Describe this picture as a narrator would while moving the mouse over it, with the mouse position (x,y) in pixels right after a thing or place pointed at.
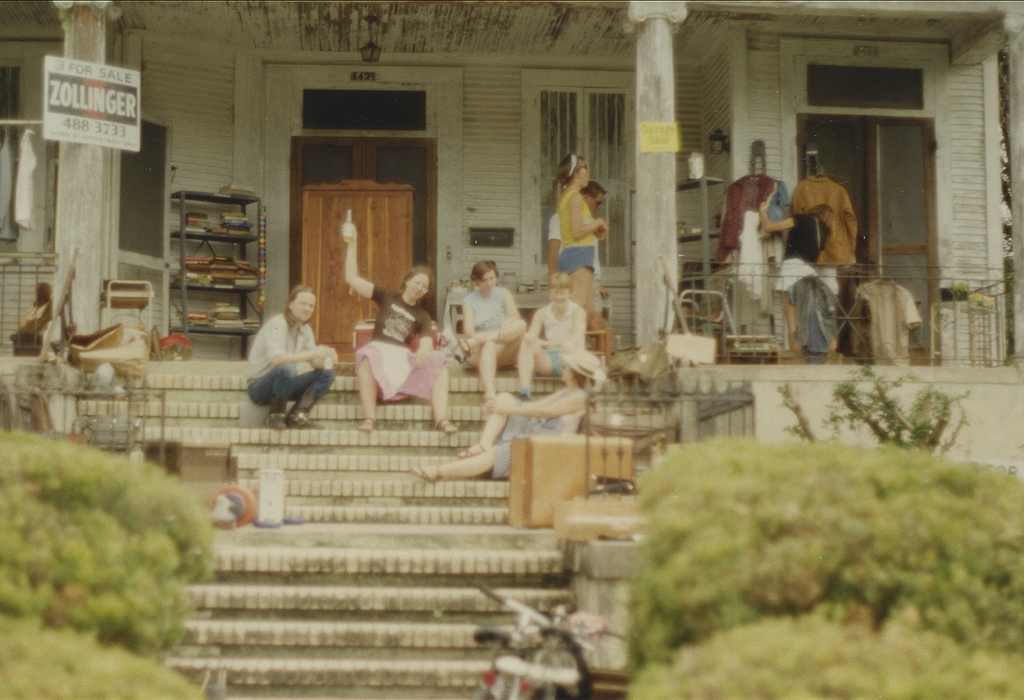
In this picture we can see a few people (272,389) sitting on the stairs (343,490). There are two people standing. We can see a few clothes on the hanging rods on the right side (741,181). There are some boards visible on the pillars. We can see a few books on the bookshelves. There are a few objects (718,291) visible on the path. We can see a bicycle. There are plants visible on the right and left side of the image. We can see a wooden object (352,329) and a building (694,84) in the background (334,172).
